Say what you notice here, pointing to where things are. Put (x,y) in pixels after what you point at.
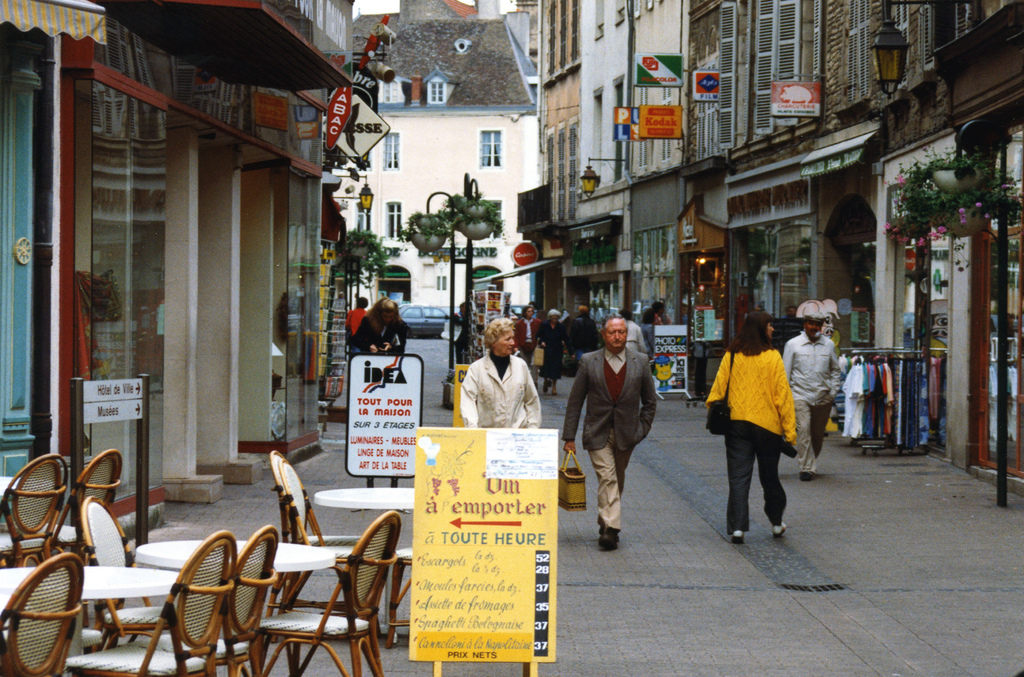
In the image we can see there are people (635,408) standing on the footpath (554,401) and there are tables (309,557) and chairs (374,567) on the footpath (316,591). There are banners (416,552) kept on the ground (479,665) and there are buildings (414,156). There are hoardings (352,131) on the building (554,278).
